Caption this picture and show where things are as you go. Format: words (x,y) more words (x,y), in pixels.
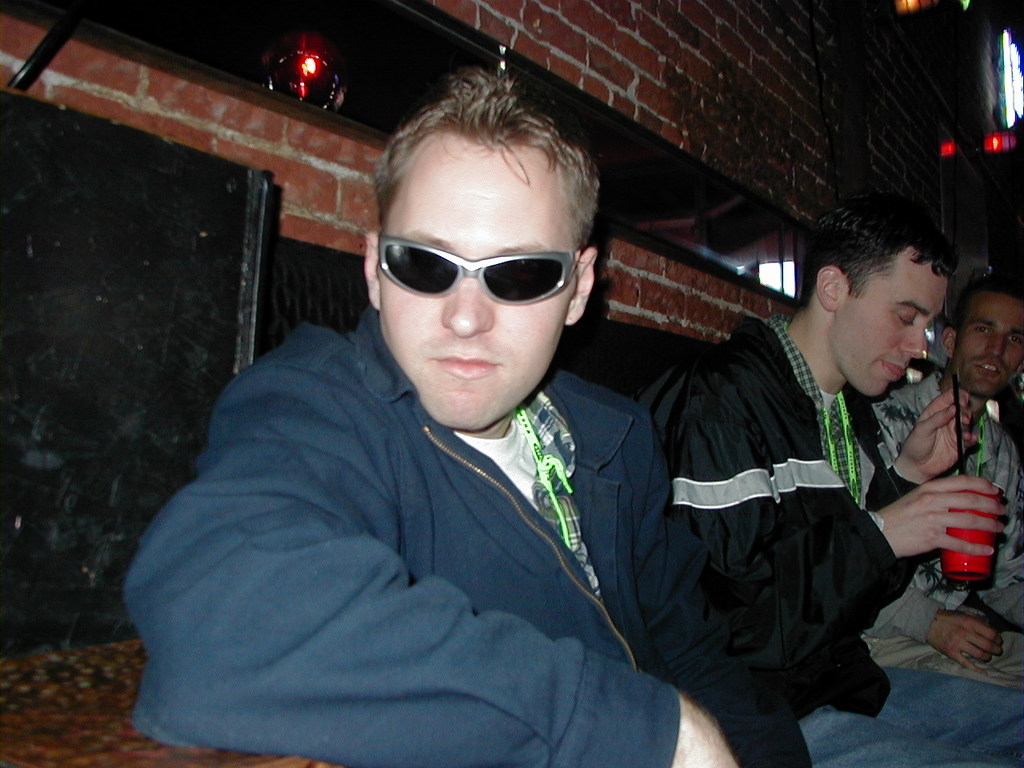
In this image, we can see three people (662,490). Here a person (515,423) is wearing goggles (440,286). Beside him, a person (771,498) is holding a glass (982,575) with black color object (959,454). Background (677,306) there is a brick wall (641,286).
